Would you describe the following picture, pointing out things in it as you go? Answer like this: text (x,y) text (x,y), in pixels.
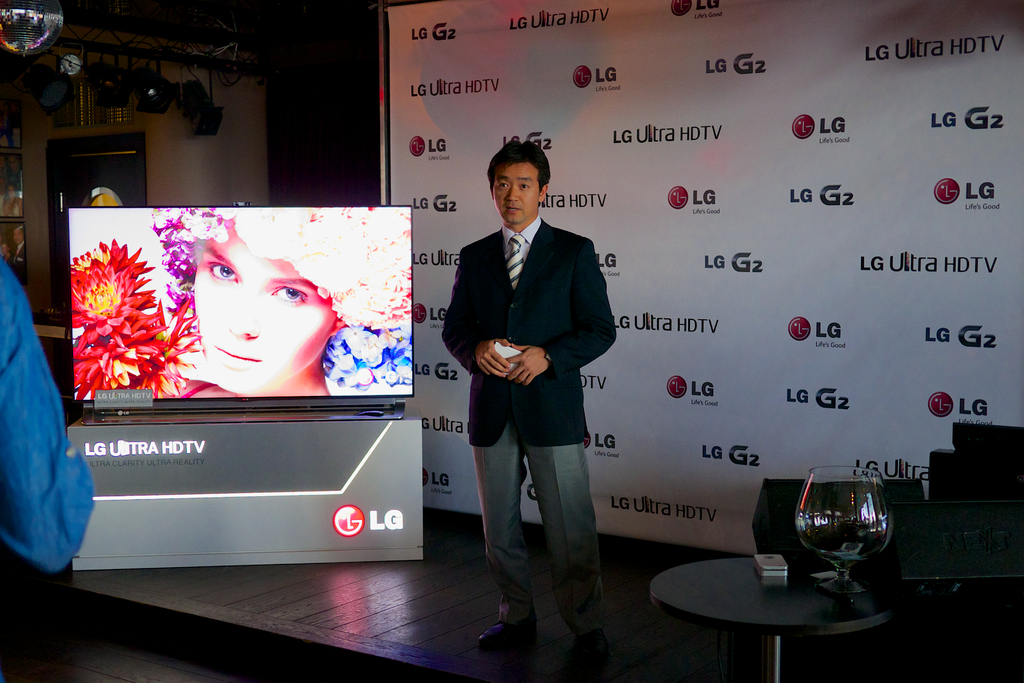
In this image there is a person (583,410) standing by holding an object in his hand (491,346), on the right side of the person (458,313) there is a television (255,298) on the platform (247,445), behind the television (173,276) there are photo frames (6,161) on the wall (35,179), on the top of the image (76,60) there are metal rods (186,28) and focus lights (56,92) and disco ball (38,46), on the left side of the person (558,407) there is a glass (830,556) and some other objects (777,576) on the table (769,593), beside the table (750,596) there are speakers (933,480), behind the person (526,361) there is a banner (452,411), on the left side of the image (40,431) there is a person's hand (30,464).
